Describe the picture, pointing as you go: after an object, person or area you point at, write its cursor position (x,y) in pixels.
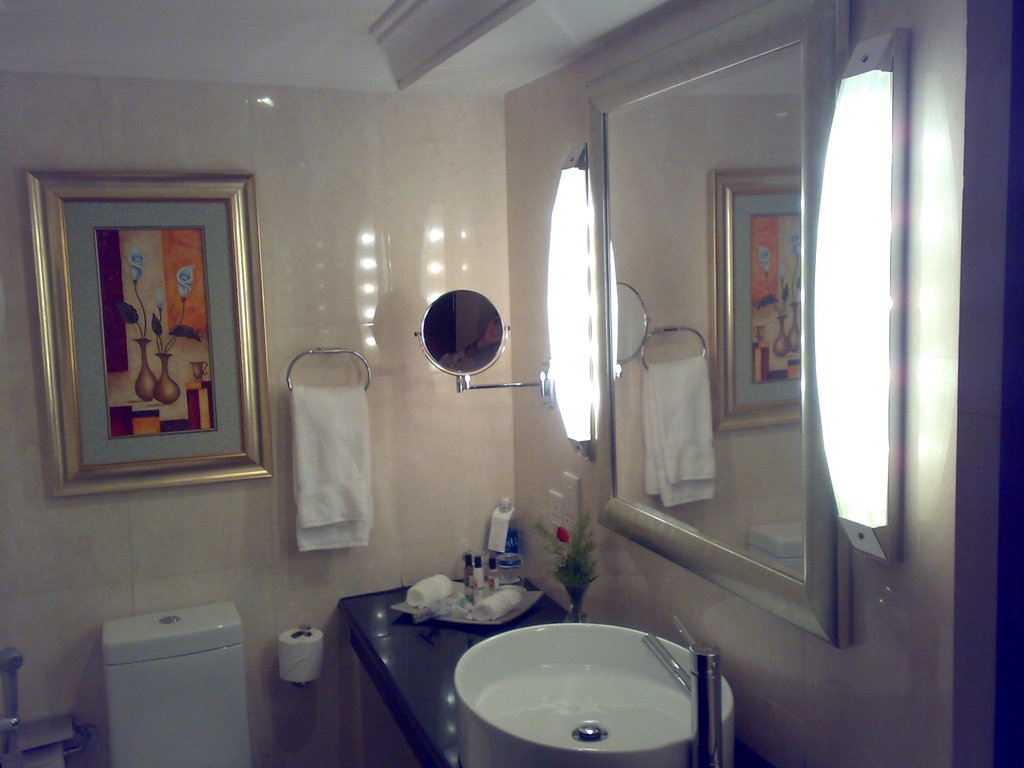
In this image there is a sink (566,730) in the middle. Above the sink (558,688) there is a mirror (706,485). Beside the mirror (706,485) there is a light (552,261). In the background (241,136) there is a wall (12,490) on which there is a frame (70,350). Beside the frame (228,429) there is a towel (301,469) which is hanged to the hanger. At the bottom (153,697) there is a toilet seat (184,693). Beside it there is a tissue paper roll (289,647). This image is taken inside the washroom (506,327).
